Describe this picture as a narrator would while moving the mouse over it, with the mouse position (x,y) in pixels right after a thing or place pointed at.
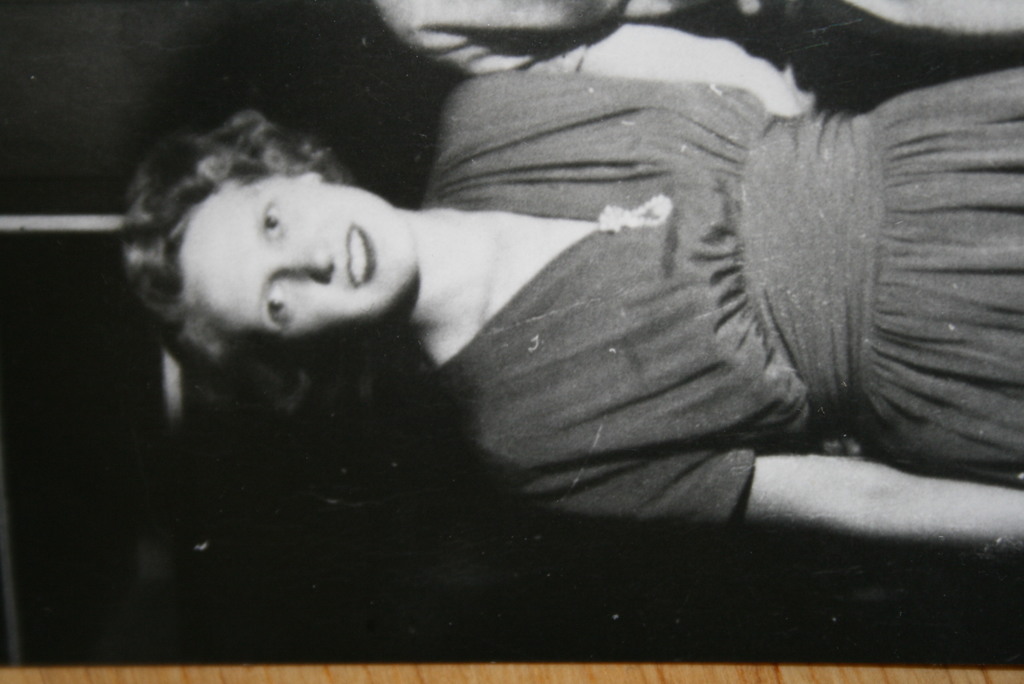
In black and white image, we can see a person (527,117) wearing clothes (679,299). There is an another person hand (704,52) at the top of the image (701,48).
